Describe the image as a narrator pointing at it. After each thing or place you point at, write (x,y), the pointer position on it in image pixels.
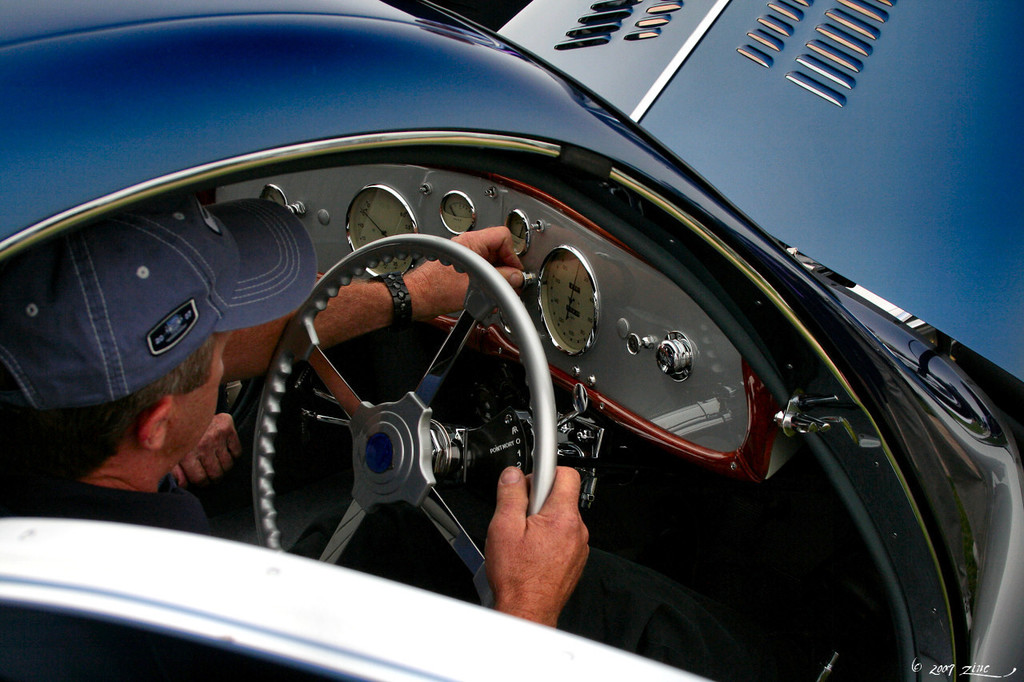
In the image we can see there is a man (174,318) in a car (325,166) he is holding a steering wheel (396,419) and wearing a blue colour cap (175,329).
